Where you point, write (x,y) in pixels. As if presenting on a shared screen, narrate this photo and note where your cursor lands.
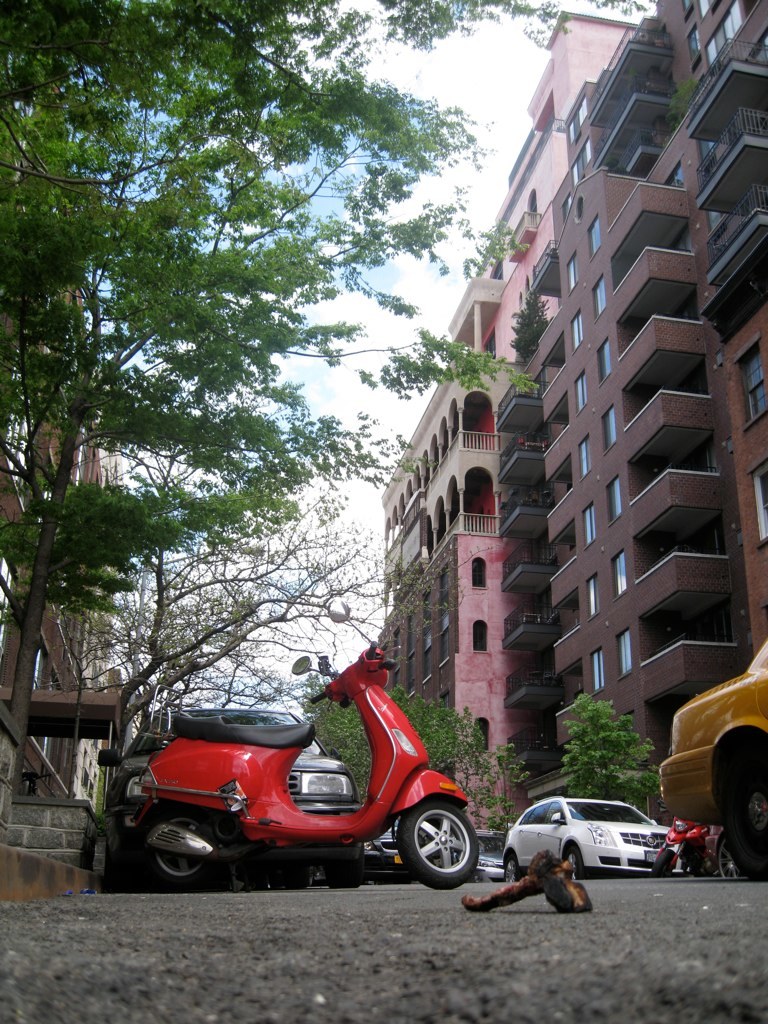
In the image we can see there are vehicles (571,851) on the road (627,896). There are even many trees (169,382), buildings (567,395) and windows (613,514) of the buildings (600,496), and a cloudy sky (467,98).
